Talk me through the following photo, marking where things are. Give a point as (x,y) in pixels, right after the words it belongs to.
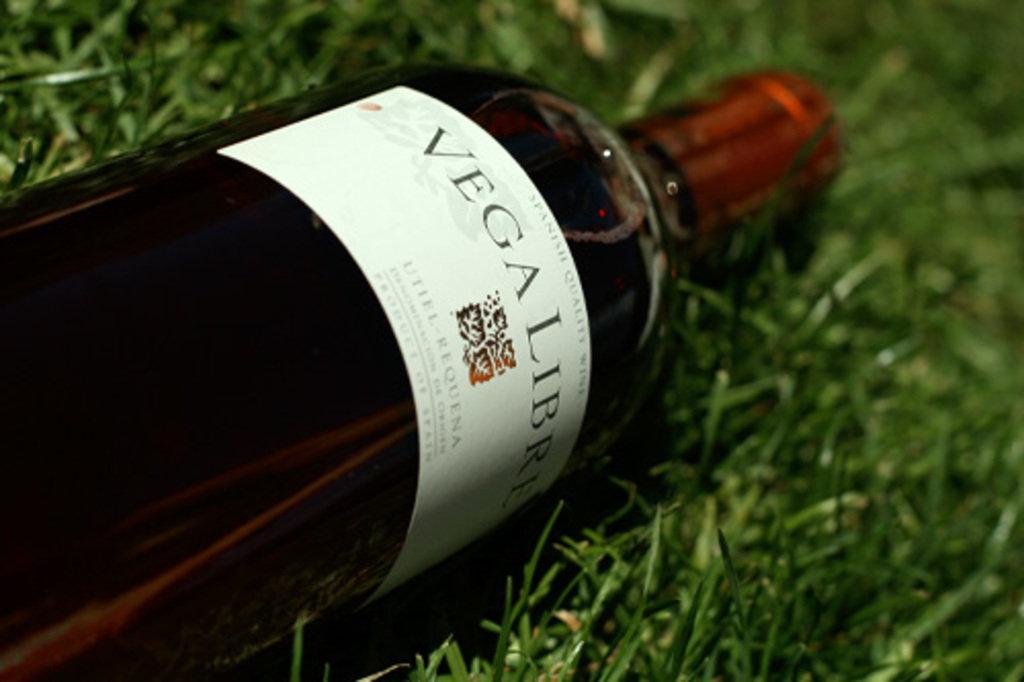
In the picture there is a liquor bottle (345,246), it is having a red color cap (757,142). In the picture there is grass (807,36).
